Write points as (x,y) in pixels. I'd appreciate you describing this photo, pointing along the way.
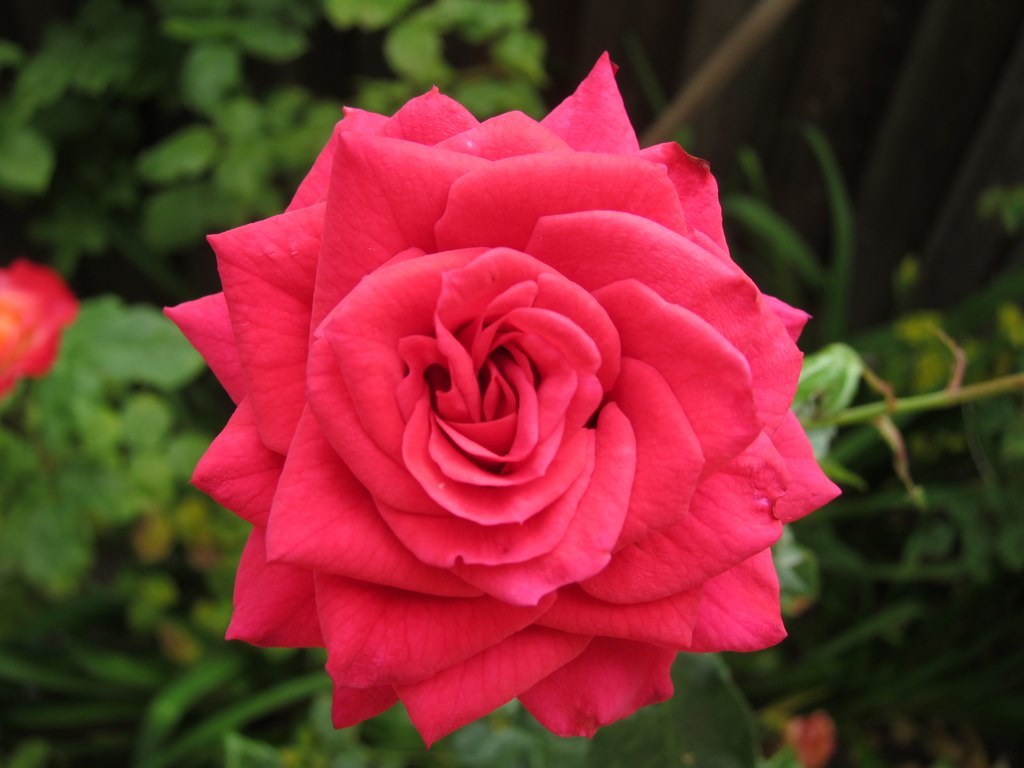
In this image in the foreground (373,425) there is one rose flower (445,282), and in the background (40,305) there are some plants (45,237) and flowers (34,327).
